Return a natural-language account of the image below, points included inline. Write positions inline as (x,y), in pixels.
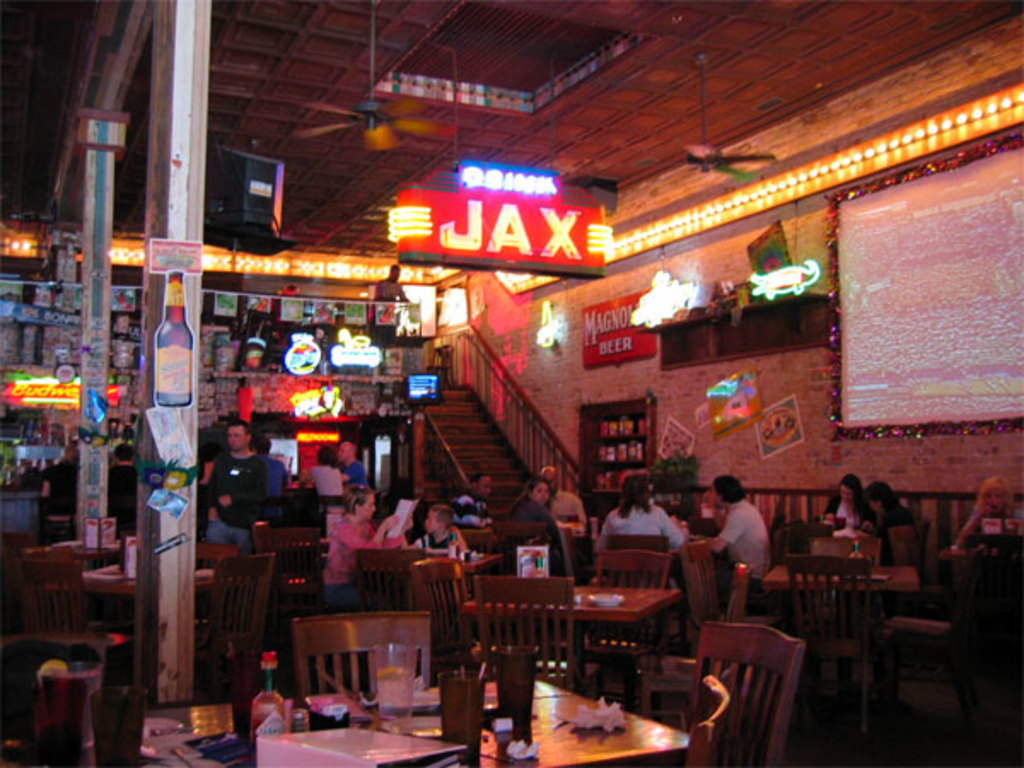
In the image in the center (362,485) we can see few people (433,506) were sitting on the chairs (693,748) around the tables (109,586). On the tables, we can see jars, bottles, tissue papers (602,721), plate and few other objects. In the background (455,306) there is a wall (565,307), roof (861,46), board (989,388), staircase (555,452), banners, sign boards (26,310), tables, chairs (635,643), photo frames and few other objects (687,353).
